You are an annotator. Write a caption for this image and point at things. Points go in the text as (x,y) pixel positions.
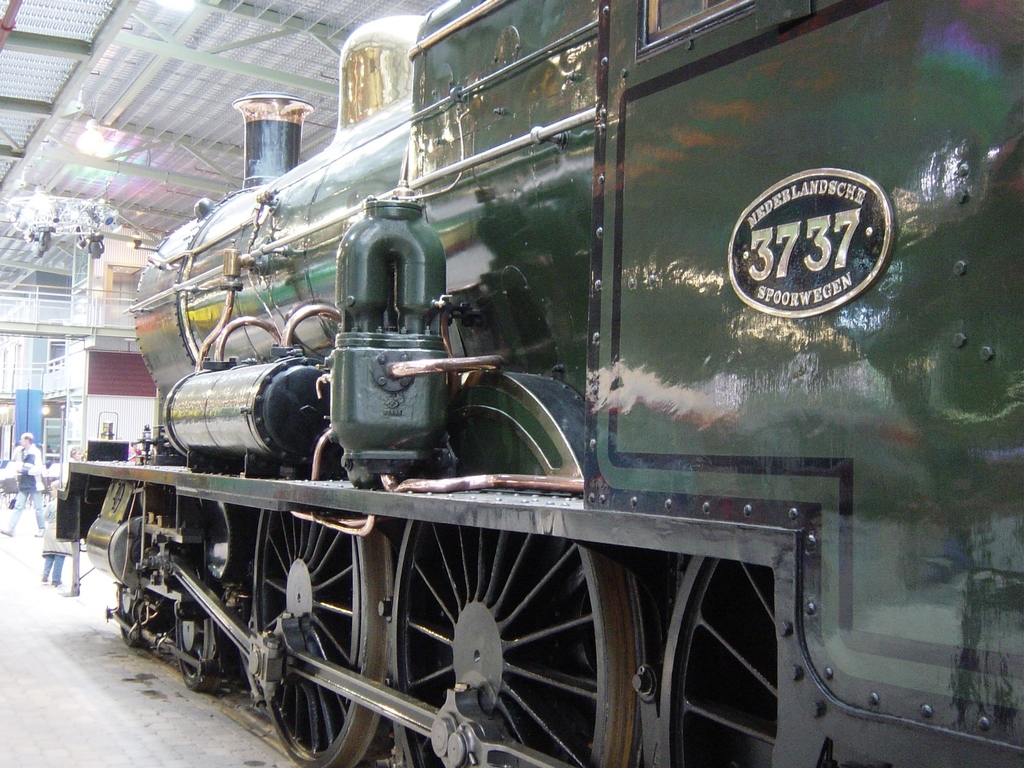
In the center of the image (479,497) there is a railway engine (417,499). In the background (21,318) there are persons (46,513), bridge (56,317) and lights (52,231).
